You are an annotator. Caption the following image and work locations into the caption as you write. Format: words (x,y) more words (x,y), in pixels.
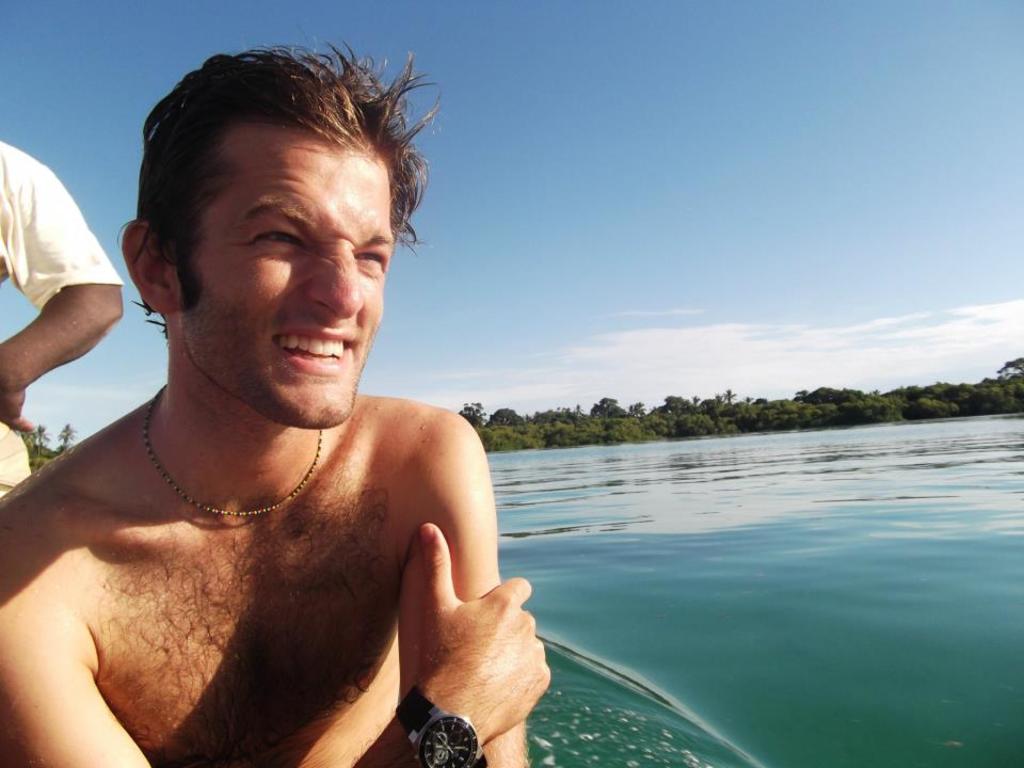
In this image we can see a man (371,247) is sitting, and smiling, at back (19,268) here a person (26,236) is standing, here is the water (816,482), here are the trees (691,414), at above here is the sky (742,138).
